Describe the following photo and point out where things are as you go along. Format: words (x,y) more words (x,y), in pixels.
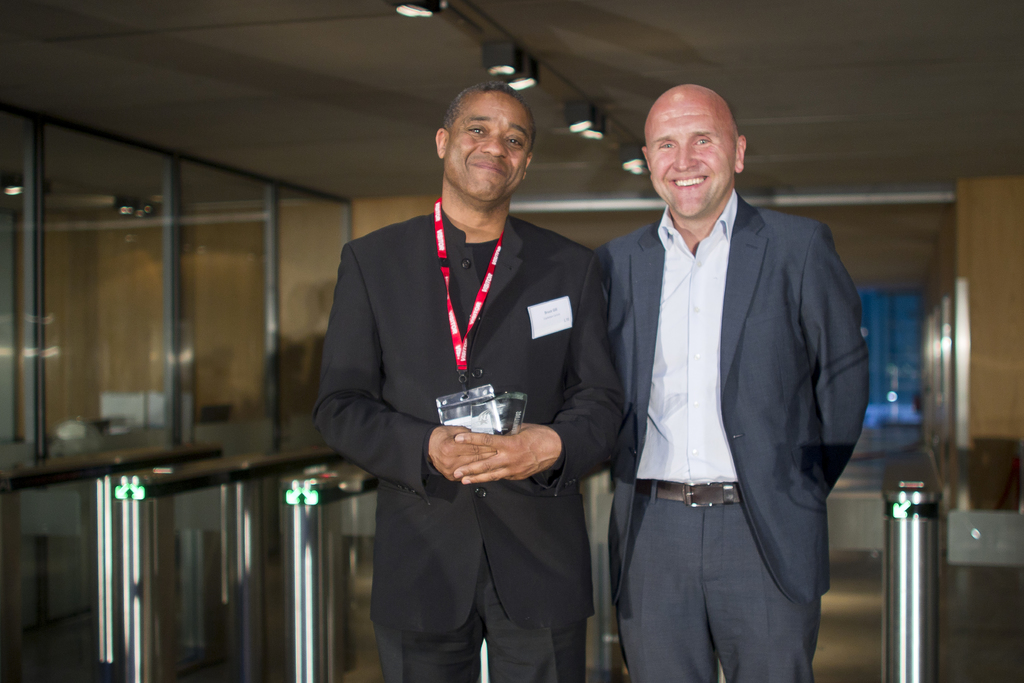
In this picture I can see 2 men (605,293) who are standing in front (710,325) and I see that they are wearing formal dress (614,414) and smiling. In the background (43,377) I can see the glasses (6,397), poles (43,377) and the rods (8,484). On the top of this picture (625,47) I can see the lights (587,105) on the ceiling (546,47).
